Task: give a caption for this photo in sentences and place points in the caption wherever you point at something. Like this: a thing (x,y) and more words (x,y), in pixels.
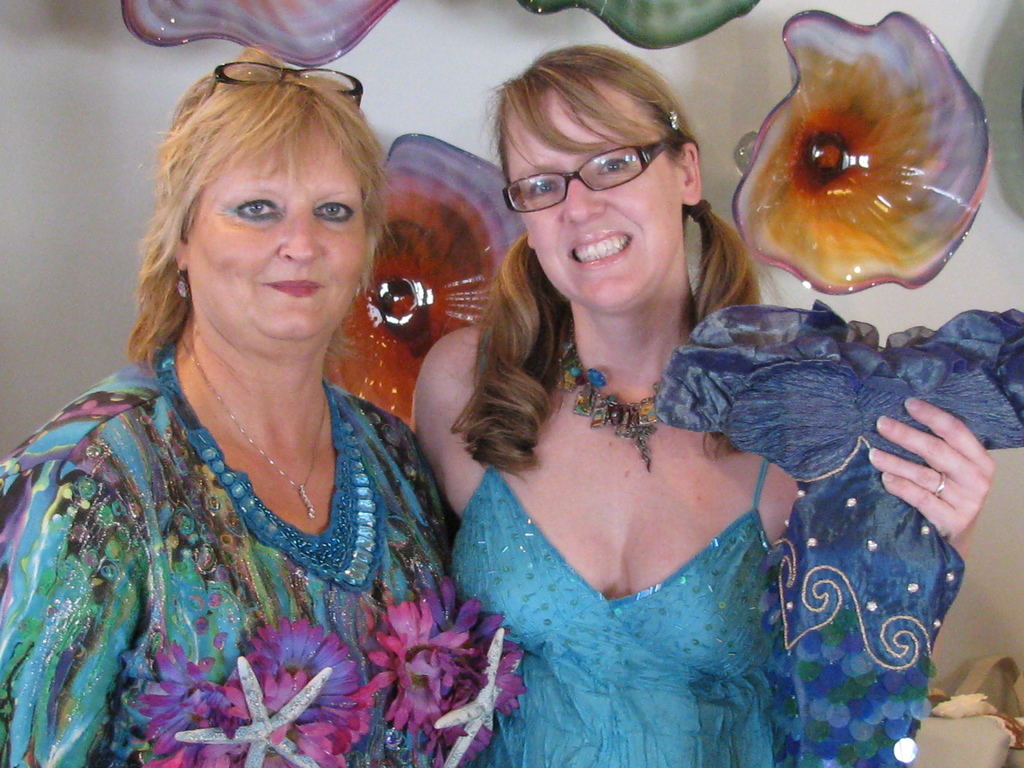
In the picture we can see two women (514,558) are standing together and they are smiling and one woman (741,754) is holding some blue color cloth (996,325) and behind them we can see a wall (937,289) with some flower sculptures (889,251) near it.
